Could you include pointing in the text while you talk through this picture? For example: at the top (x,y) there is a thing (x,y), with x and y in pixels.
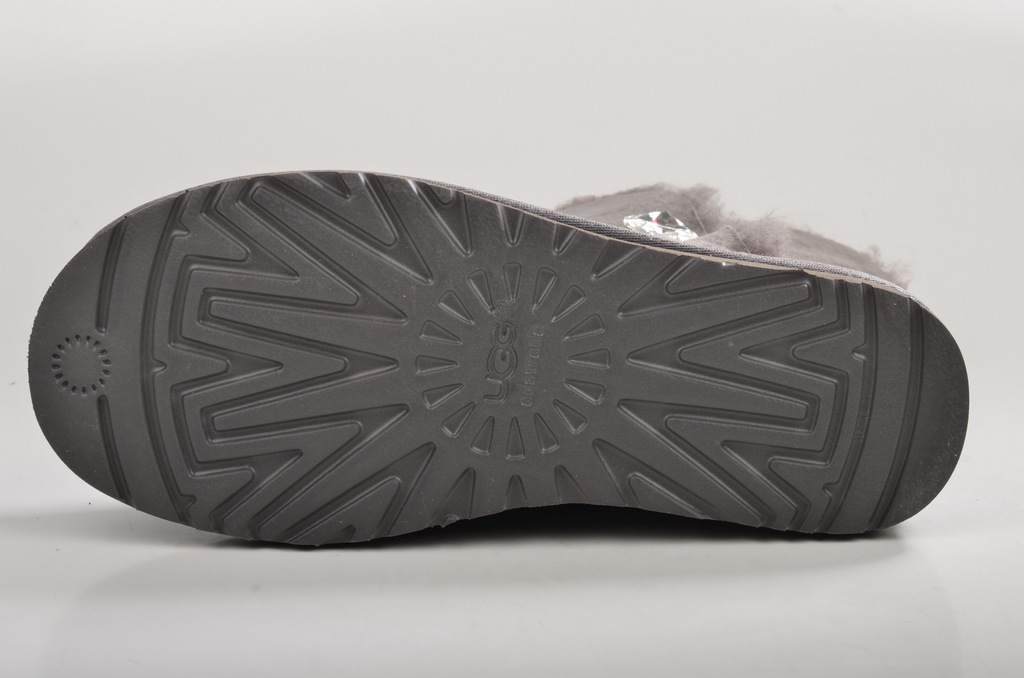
In this image I can see a shoe (248,514) on the floor (663,669). This image is taken may be in a room (366,94).
